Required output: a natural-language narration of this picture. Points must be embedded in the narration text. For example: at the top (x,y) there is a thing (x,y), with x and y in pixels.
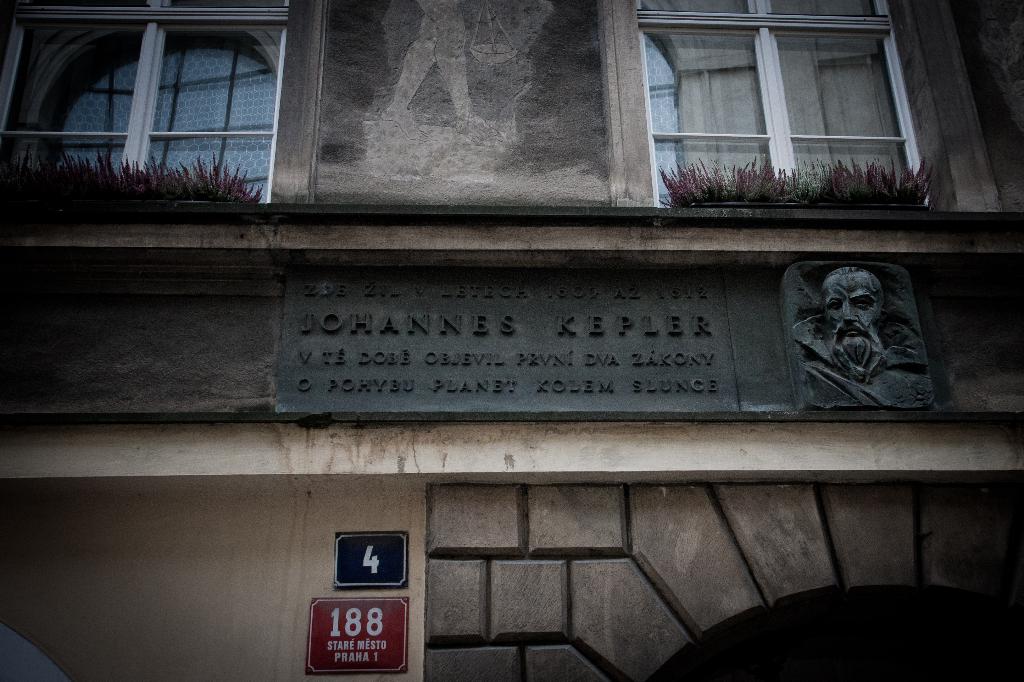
In this image we can see the building (622,99) and here we can see the glass windows (694,59). Here we can see the face (859,366) of a man (850,366) on the wall (378,596). Here we can see the number plate boards (345,580).
